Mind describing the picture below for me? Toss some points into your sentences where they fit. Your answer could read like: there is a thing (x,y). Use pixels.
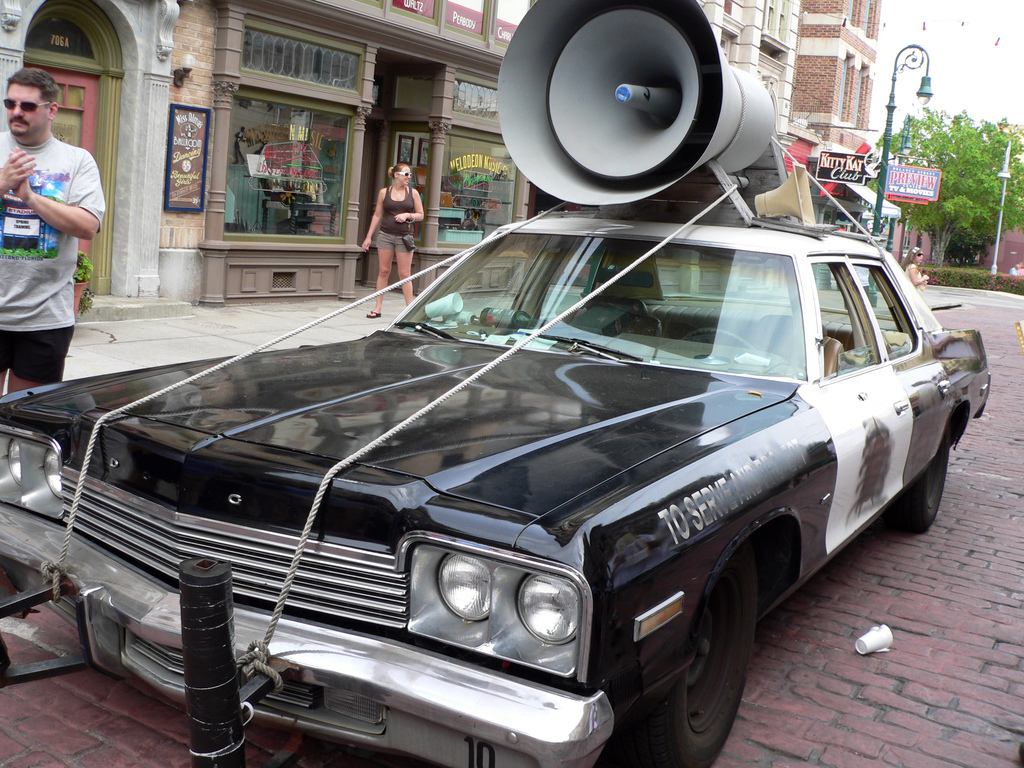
In this picture we can see black police car (235,471) with silver color big horn (681,148) on the top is parked on the cobble stones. Behind we can see shops (338,166) and a woman (387,233) wearing brown top (393,211) and shorts (401,242) standing. In the background (918,83) we can see a light lamp post (895,66) and some trees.
